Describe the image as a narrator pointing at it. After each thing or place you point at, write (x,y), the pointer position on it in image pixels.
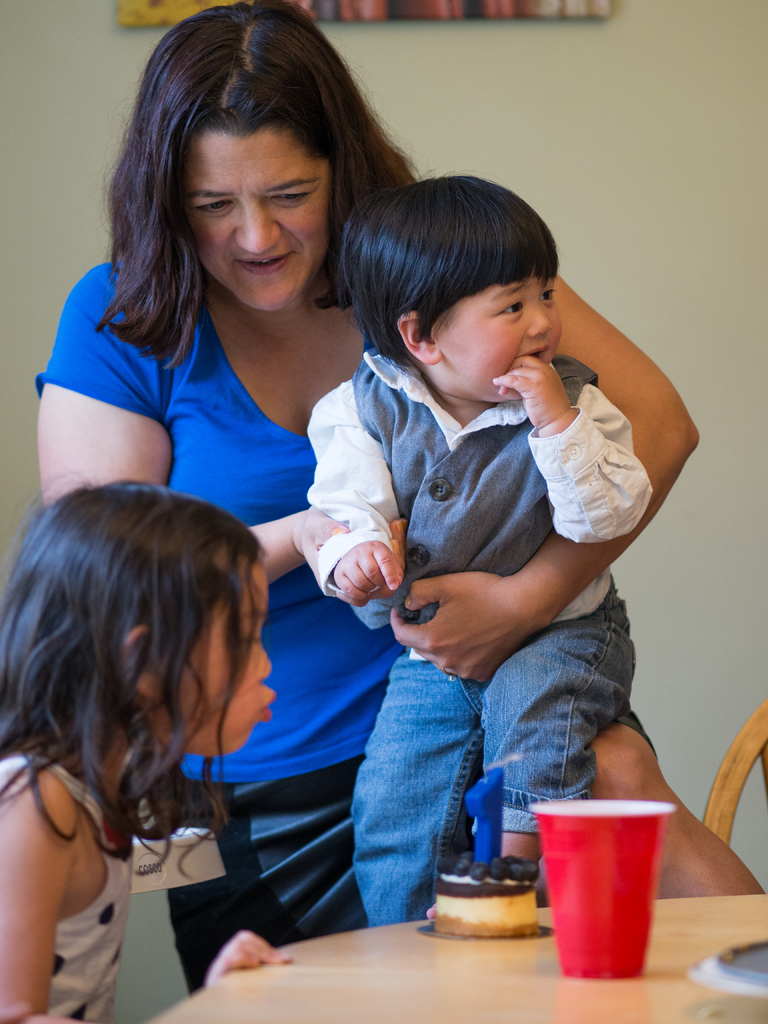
In this image I see a woman (173,311) who is holding a child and I can see a girl (243,940) over here and I can also see there is a cake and a cup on the table (385,976). In the background (750,808) I can see the wall (37,28).
